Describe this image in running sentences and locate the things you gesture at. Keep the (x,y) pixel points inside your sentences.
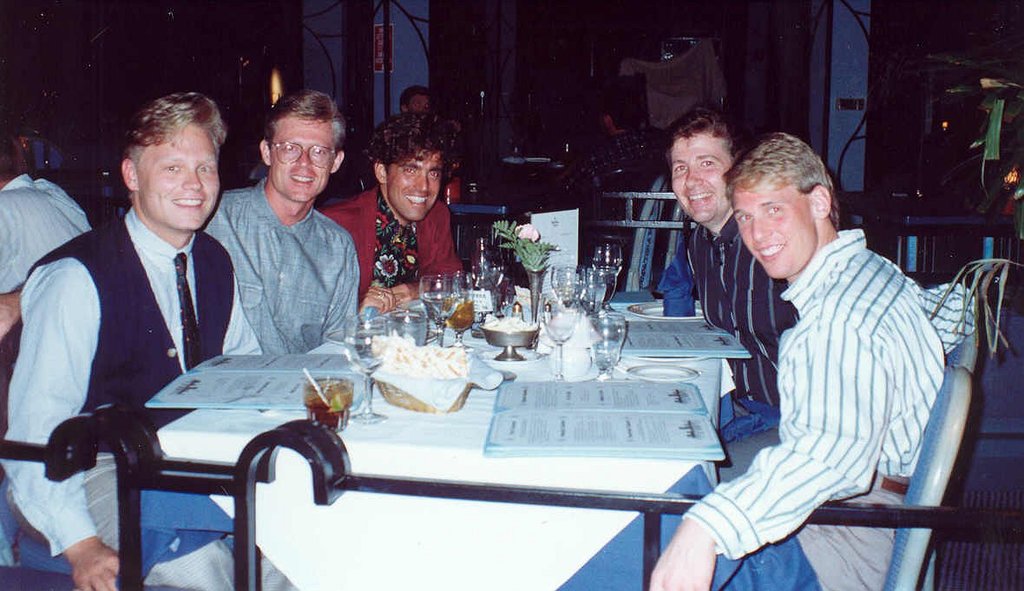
In this image we can see few people (757,262) and chairs (637,242). In the middle of the image (616,292) there are groups of objects (614,290) placed on a table (417,437). Behind the persons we can see two pillars (839,59).
